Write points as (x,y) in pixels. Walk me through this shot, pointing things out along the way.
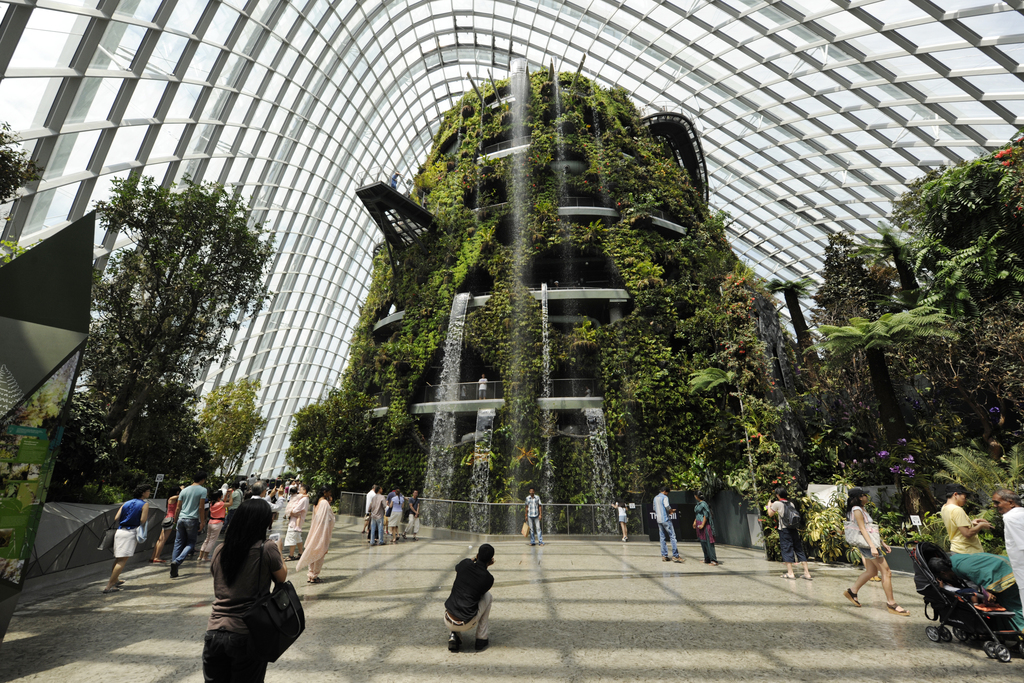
In the picture I can see plants (539,359) with water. On the left hand side of the picture (227,395) I can see groups of trees (229,402). In the middle of the picture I can see some people (776,519) are standing and some people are walking.
